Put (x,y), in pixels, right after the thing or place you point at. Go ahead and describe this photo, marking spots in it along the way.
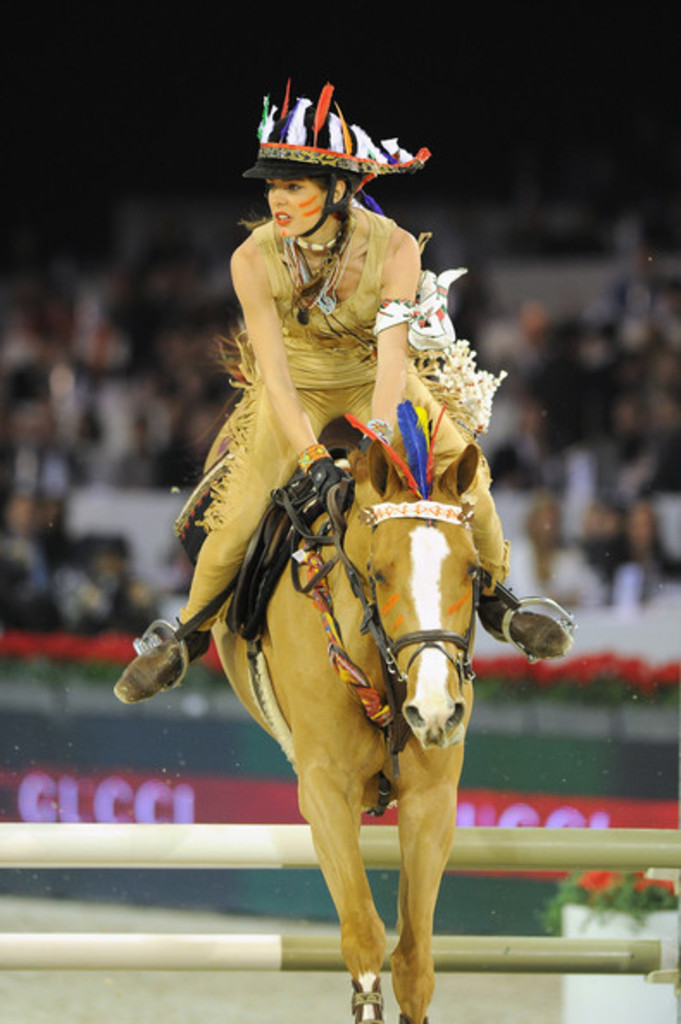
In this picture there is a girl (265,254) at the center of the image (405,344) who is riding a horse (405,593), it seems to be a playground (194,1010) and there are audience (519,357) behind the girl (370,442) at the center of the image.
